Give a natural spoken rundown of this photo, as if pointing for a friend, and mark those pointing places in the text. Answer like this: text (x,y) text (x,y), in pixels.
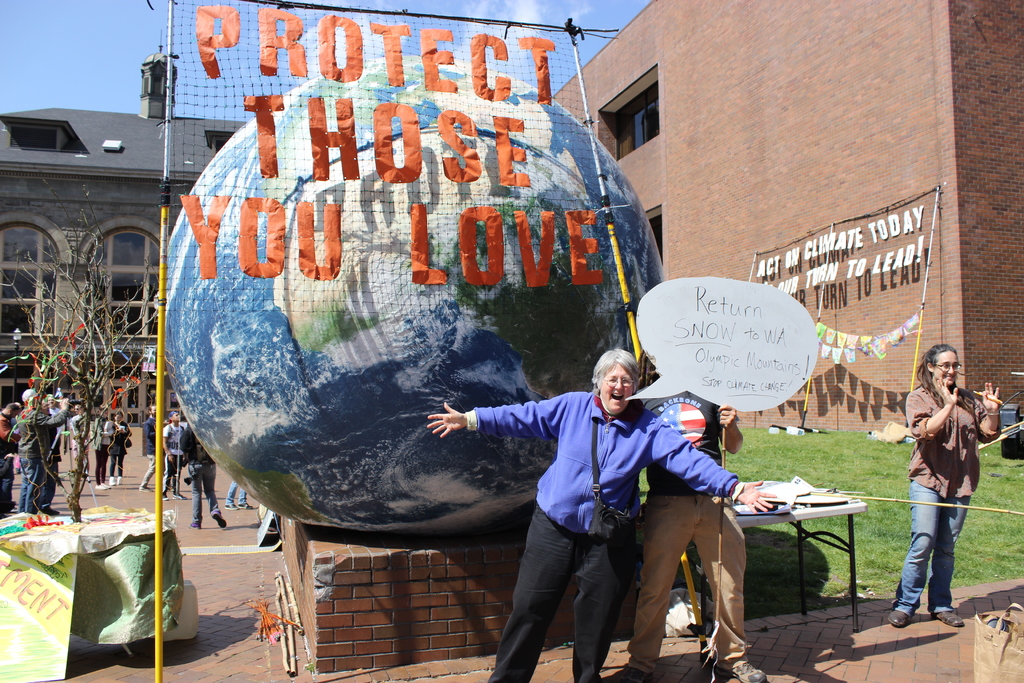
In the picture I can see a group of people (46,406) are standing on the ground (95,470). I can also see a round shaped object (298,460), something written on a net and the grass (832,476). In the background (73,237) I can see buildings (53,236), the sky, a table (852,541) which has some objects (830,494) on it and some other objects (292,657) on the ground (228,579).
